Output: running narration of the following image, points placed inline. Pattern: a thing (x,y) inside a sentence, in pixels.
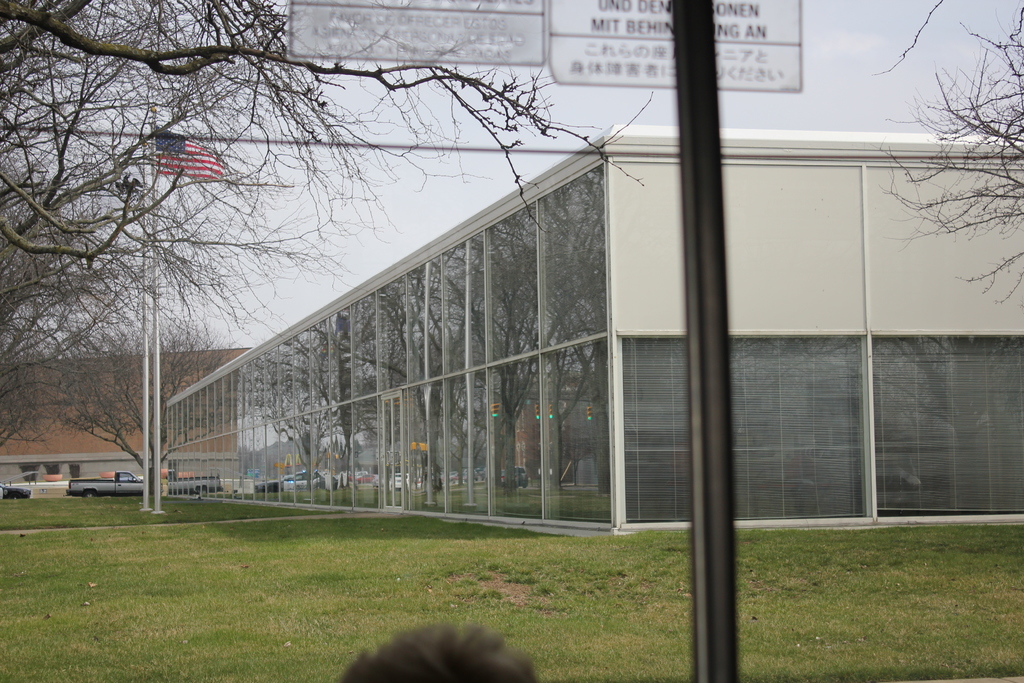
This is grass (237,598). There are poles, boards (766,47), flag (168,159), trees (32,358), vehicles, and buildings (645,378). In the background (854,36) there is sky (433,196).
